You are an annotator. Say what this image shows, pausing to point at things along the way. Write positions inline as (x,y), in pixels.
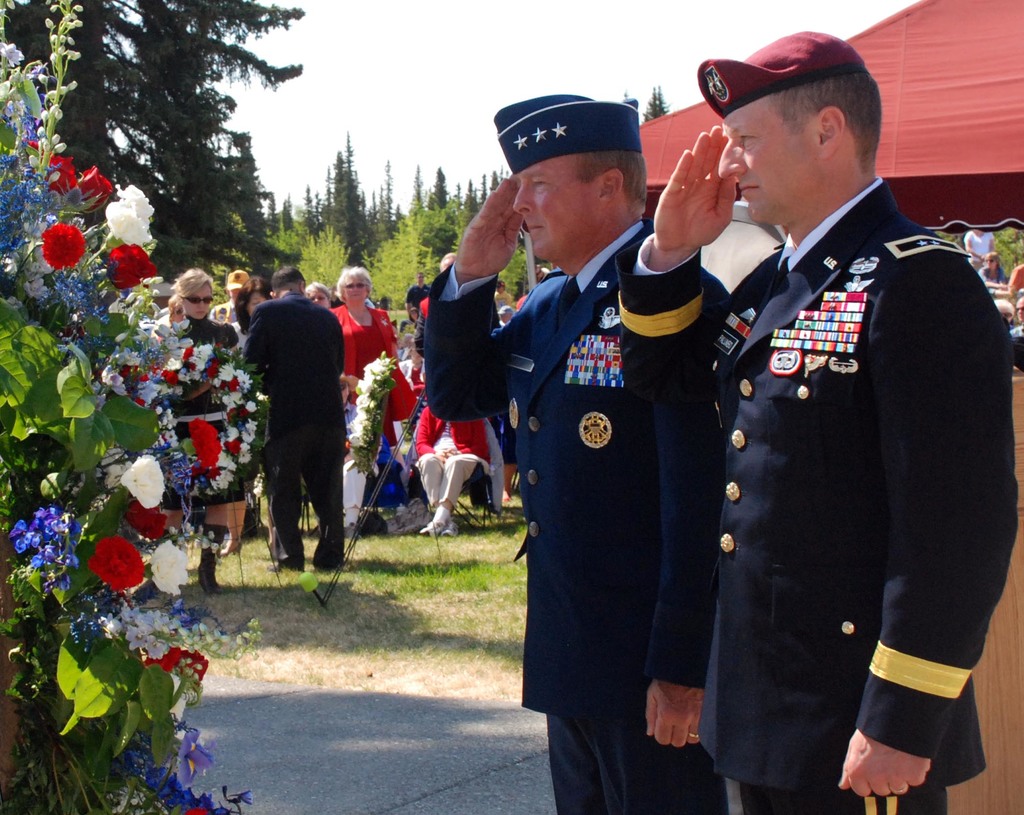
There are two men (729,378) standing and saluting and wore caps (580,132), in front of these two men (603,432) we can see flowers (150,338) and green leaves (70,665). In the background (984,44) we can see people (261,328), grass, flowers (231,365), tent (943,3), trees (168,62) and sky (420,50).
